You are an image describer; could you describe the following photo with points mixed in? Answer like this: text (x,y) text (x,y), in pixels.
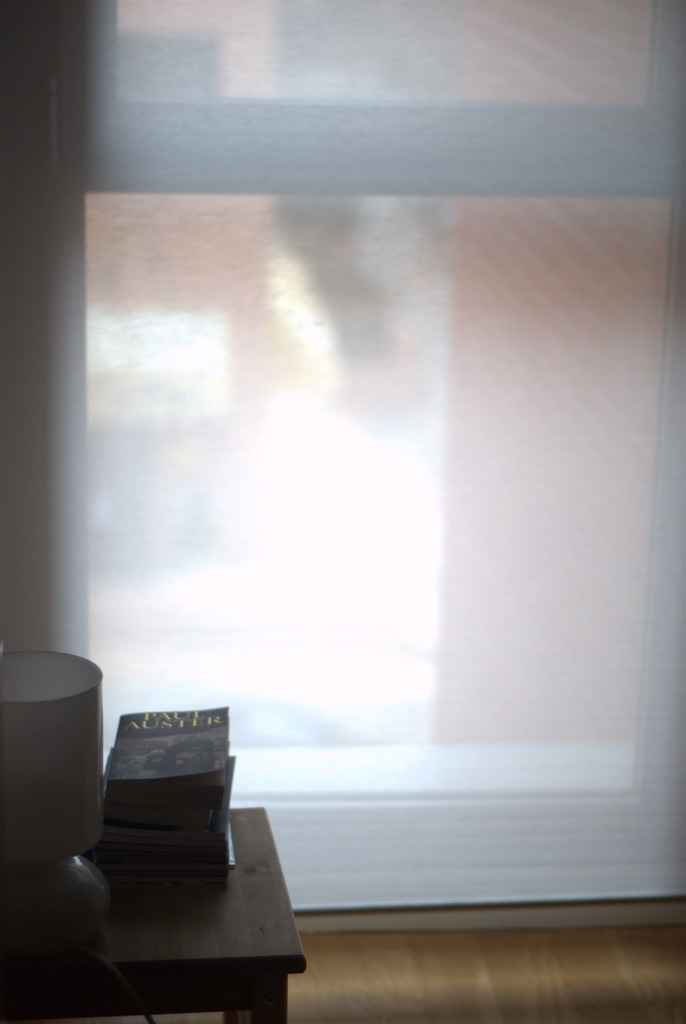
In the left bottom of the picture (126,907), we see a table (219,910) on which books (157,809) and lamp (74,910) are placed. Behind that, we see a white door (406,624) and this picture is clicked inside the room (655,976).
